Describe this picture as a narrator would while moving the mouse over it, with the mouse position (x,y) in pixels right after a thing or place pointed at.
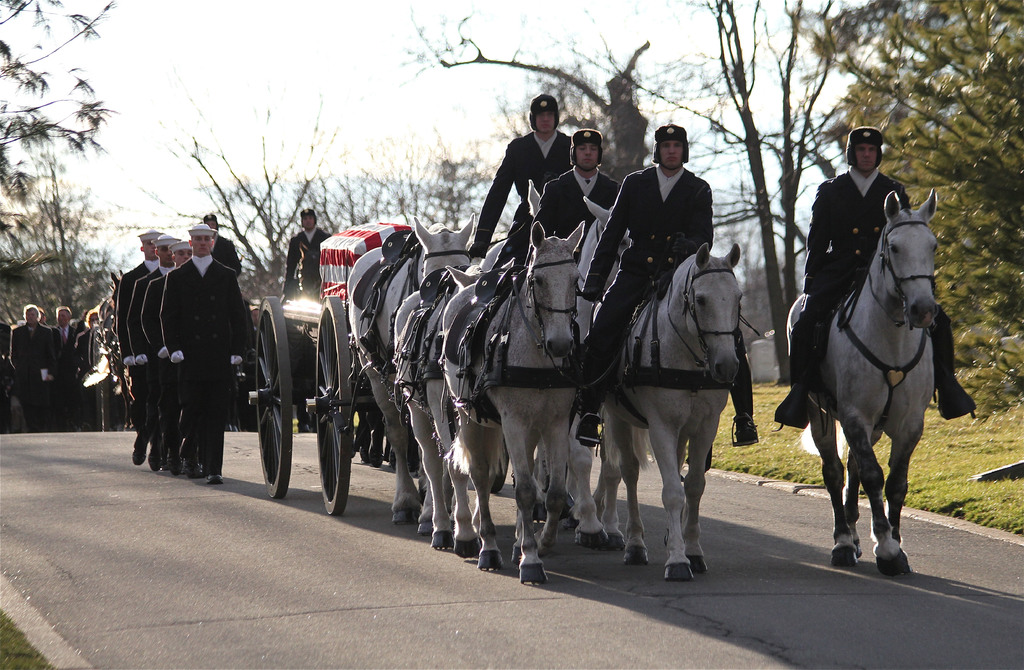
This is the picture on the street (931,618) where we have a group (201,349) of carrying the box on the horse (373,322) and we can see four people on the horses (541,293) and remaining on the street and also we can see some trees (958,164) and grass (942,470) around them.
